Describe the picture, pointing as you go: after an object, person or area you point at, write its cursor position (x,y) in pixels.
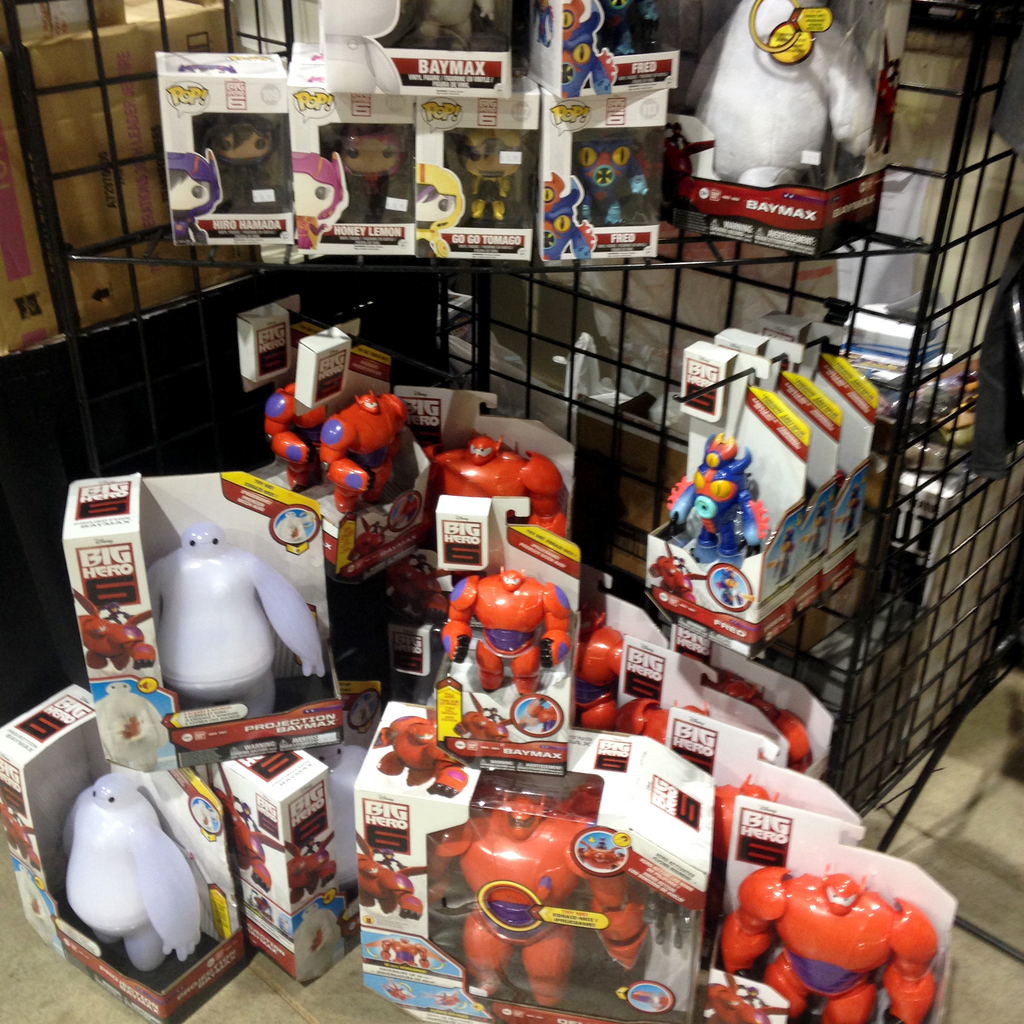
In this image there are so many toys (487,829) which are packed into boxes (217,712). In the background (485,469) there is a stand (440,281) in which there are different toys (550,195). On the left side (109,148) there is a cardboard box (109,184).
